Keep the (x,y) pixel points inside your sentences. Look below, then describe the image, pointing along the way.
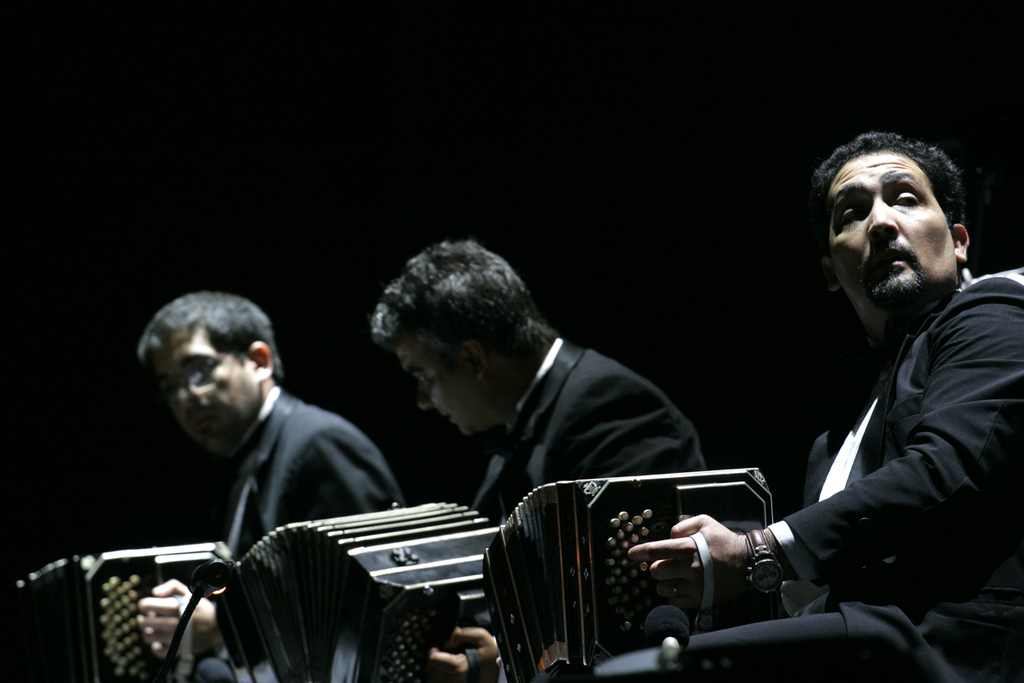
In this picture we can see three men (225,361) holding accordions (329,648). We can see a dark background (44,215).
